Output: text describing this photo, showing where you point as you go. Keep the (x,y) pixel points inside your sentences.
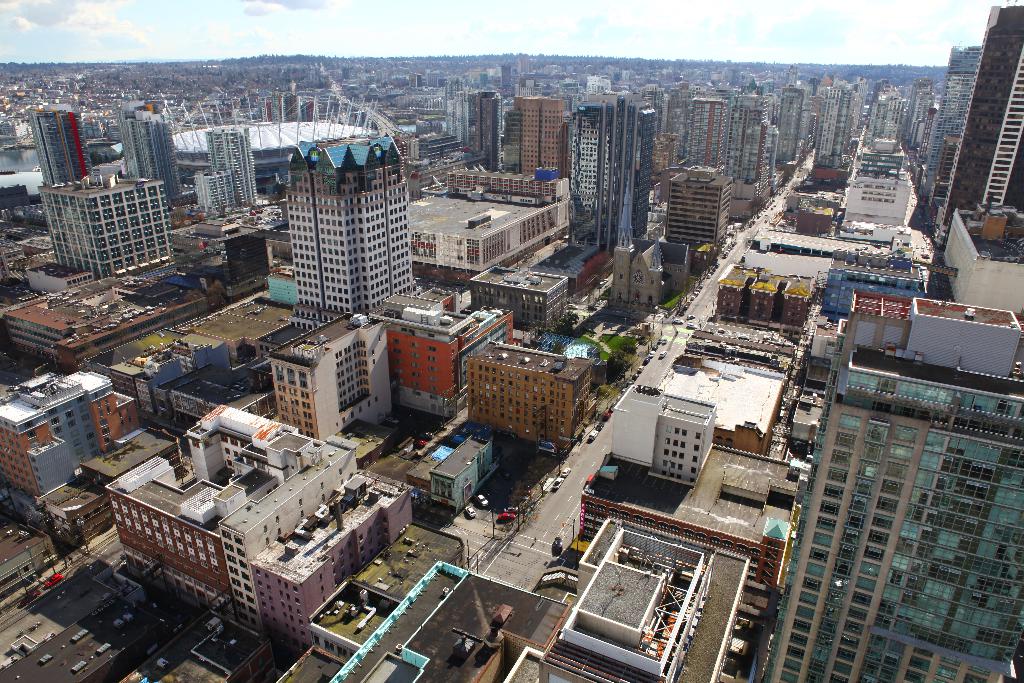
In this picture there are buildings (810,461) and there are vehicles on the road (572,492) and the sky (461,16) is cloudy.
